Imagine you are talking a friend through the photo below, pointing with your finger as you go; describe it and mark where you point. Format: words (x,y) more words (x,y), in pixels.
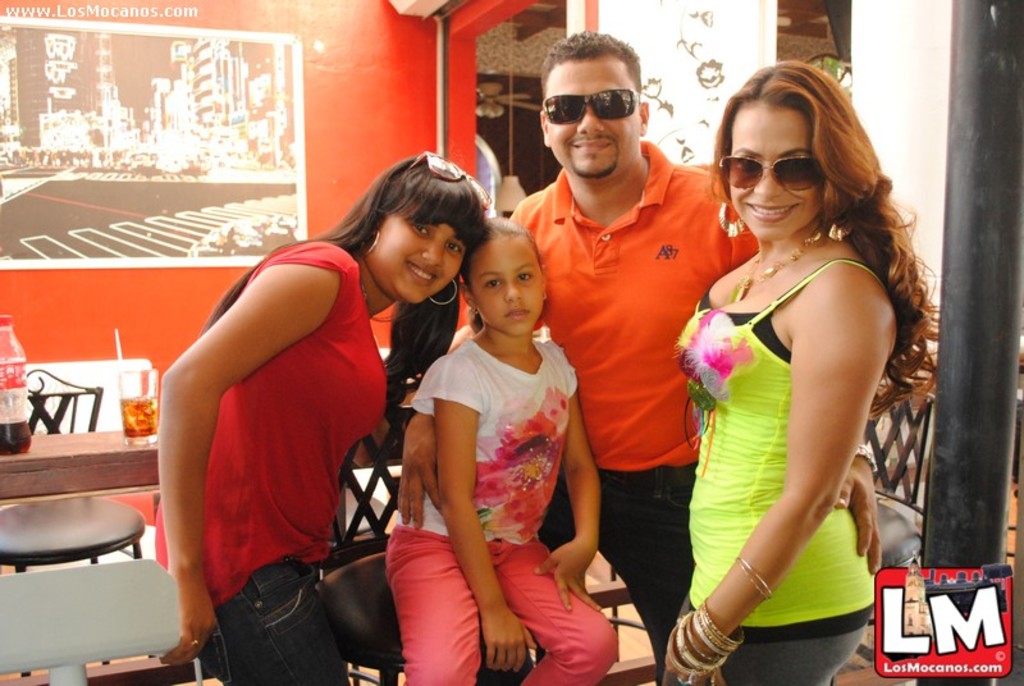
In this image, we can see three people (251,448) and girl (581,502). Few are wearing goggles (737,157), and smiling. Here a girl (450,628) is sitting on the chair (382,624). Background (127,430) we can see few chairs (9,590), table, glass (141,417) with liquid (139,406) and bottle (15,414). Here there is a wall (326,161), some decorative items (263,60). Right side of the image (971,373), we can see a pole (967,531) and logo (897,648).
